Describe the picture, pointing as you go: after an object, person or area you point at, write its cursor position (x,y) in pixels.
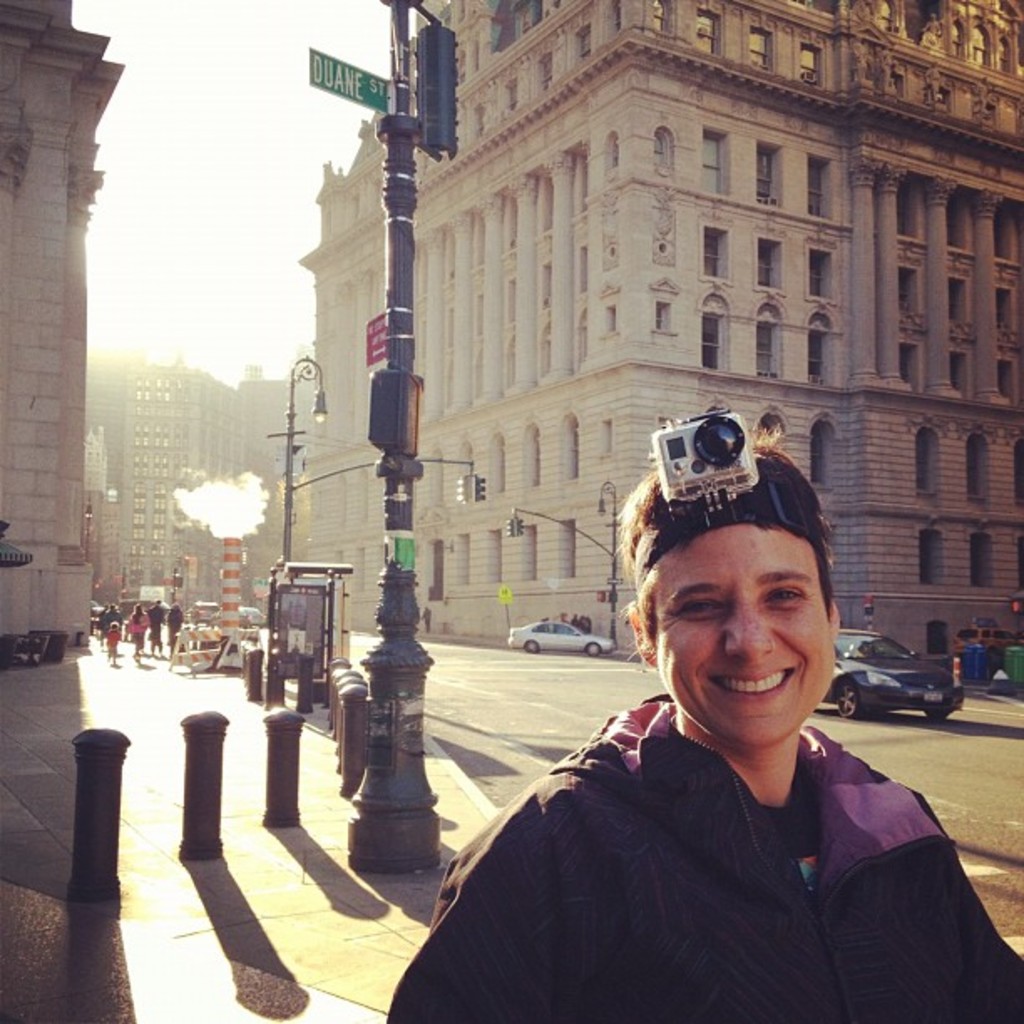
In this image we can see buildings (547,615), motor vehicles (246,617) on the road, barrier poles (332,692), street poles (382,818), street lights (322,478), sign boards (373,91), chimney (225,597) and sky (240,217).
